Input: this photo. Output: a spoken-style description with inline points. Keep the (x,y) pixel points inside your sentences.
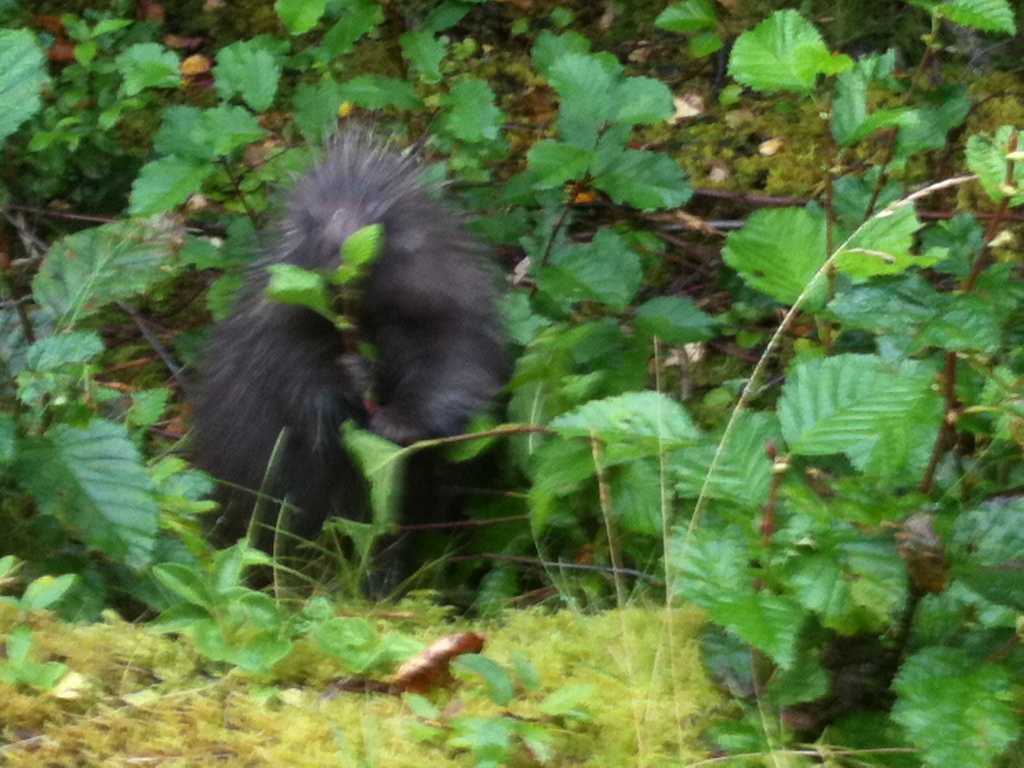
In this image in the center (409,270) there is one animal (354,196) and there are some leaves (614,506) and grass (177,639).
